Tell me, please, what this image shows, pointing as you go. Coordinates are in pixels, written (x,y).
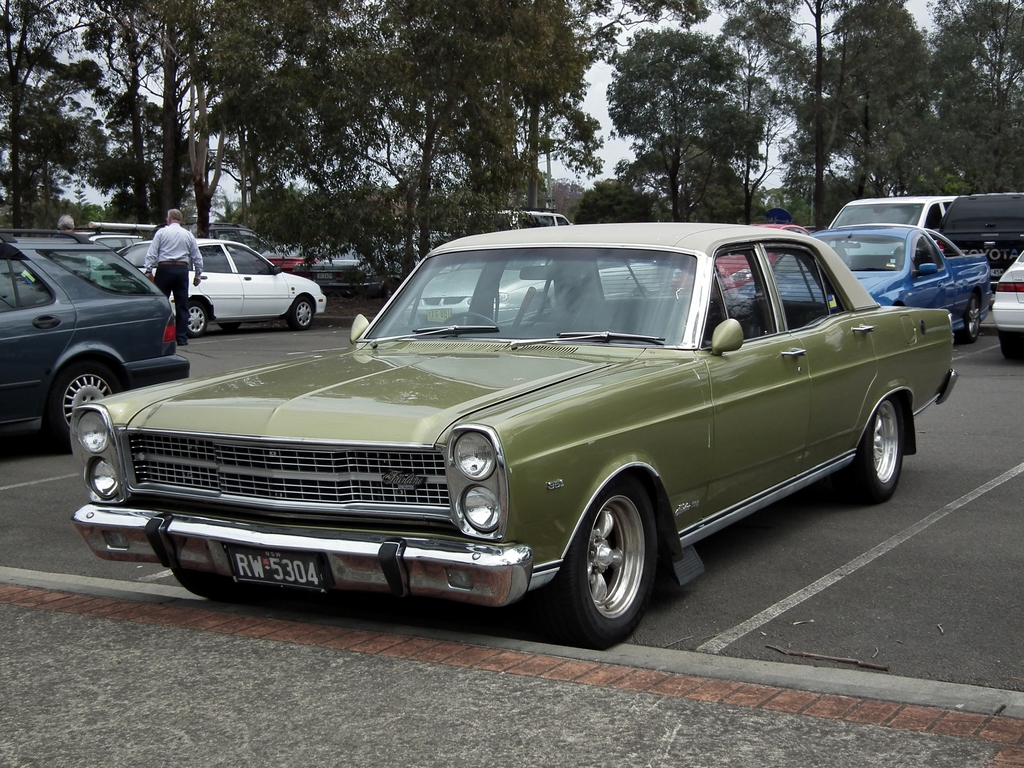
In this image we can see a few vehicles (510,322) on the ground (319,321), there are some trees (334,171) and persons (156,234), also we can see the sky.
